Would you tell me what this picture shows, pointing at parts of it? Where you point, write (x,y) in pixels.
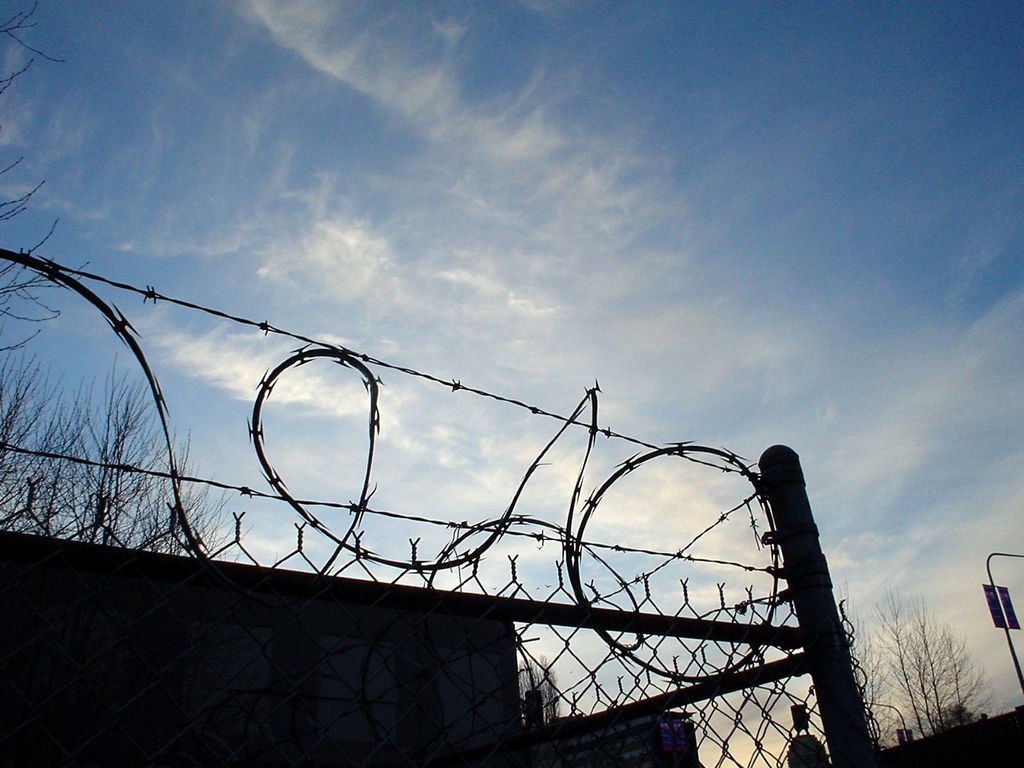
In this picture I can see a metal fence (671,674) and trees (969,695) looks like a building (451,713) and I can see a blue cloudy sky (743,393) and a board (990,610) to the pole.
